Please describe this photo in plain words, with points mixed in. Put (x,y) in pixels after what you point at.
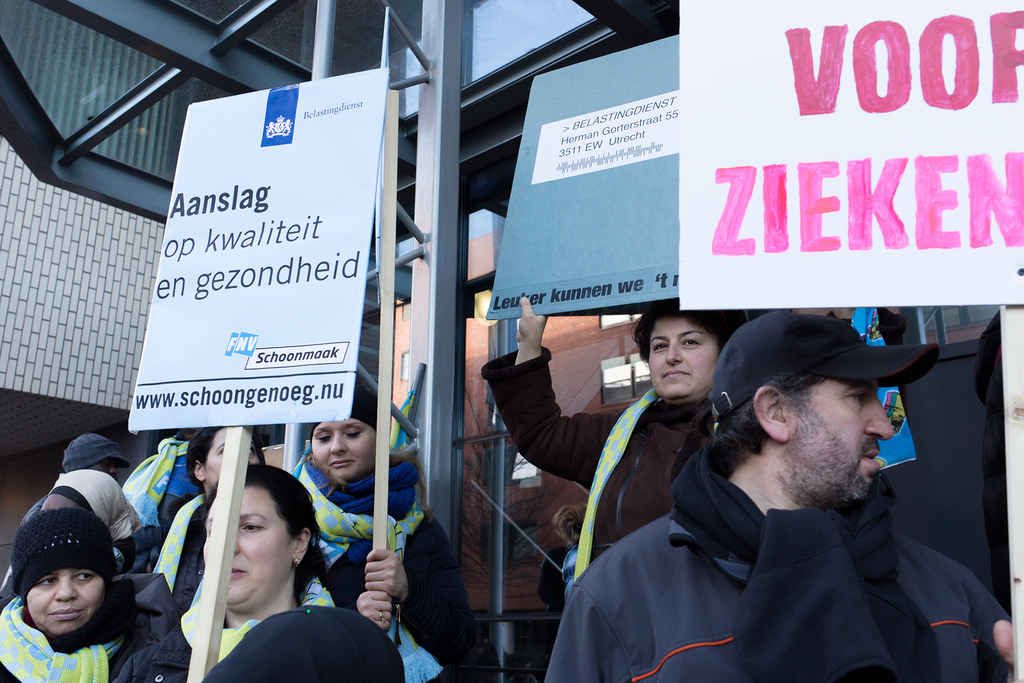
In the foreground of the picture (314,477) there are people (196,526) standing holding placards (658,241). In the center (425,324) there is an iron pole (420,325). In the background (113,146) there are buildings (592,391) and windows (609,361).
